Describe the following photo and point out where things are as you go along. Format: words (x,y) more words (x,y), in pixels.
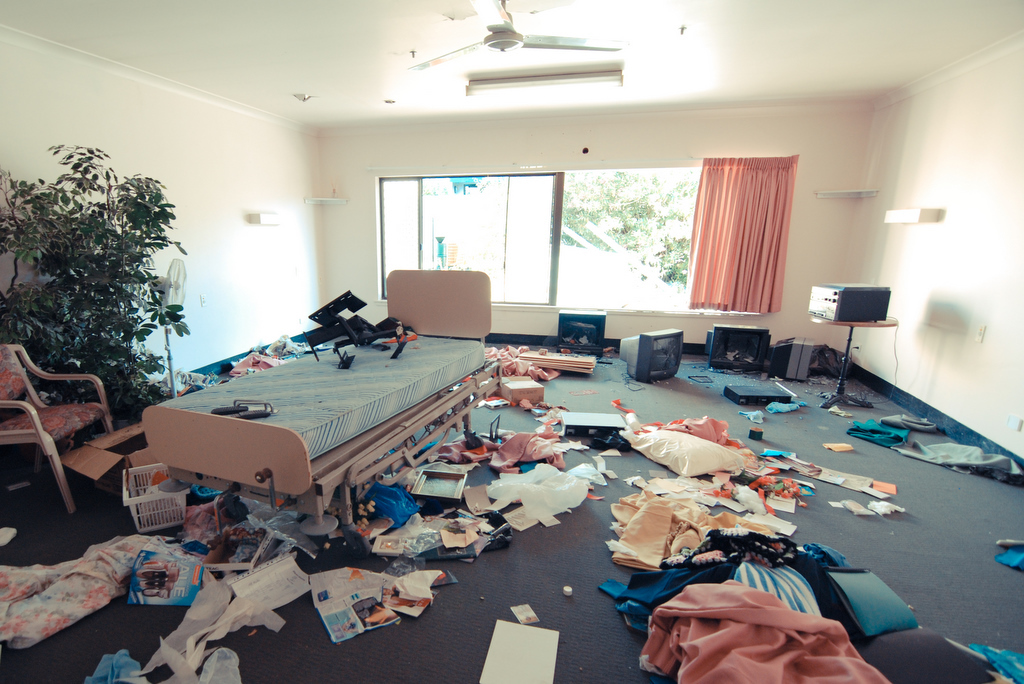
In this image, we can see the inside view of the room (416,384). Here there is a bed (378,399), few objects (400,326) are placed on it. Left side of the image (96,292), there is a chair (68,410), plant (129,332), table fan (169,334). On the right side (820,303), we can see a table (850,338) with black box (829,312) and wire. There are so many things (552,635), clothes (30,631), basket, papers (768,502), televisions (634,358) on the floor (588,608). Background (255,264) there is a wall (270,264), glass window (441,249), curtains (761,234), trees (649,221). Top of the image (666,46), there is a ceiling (673,61), ceiling fans (506,46) and light (553,84).
